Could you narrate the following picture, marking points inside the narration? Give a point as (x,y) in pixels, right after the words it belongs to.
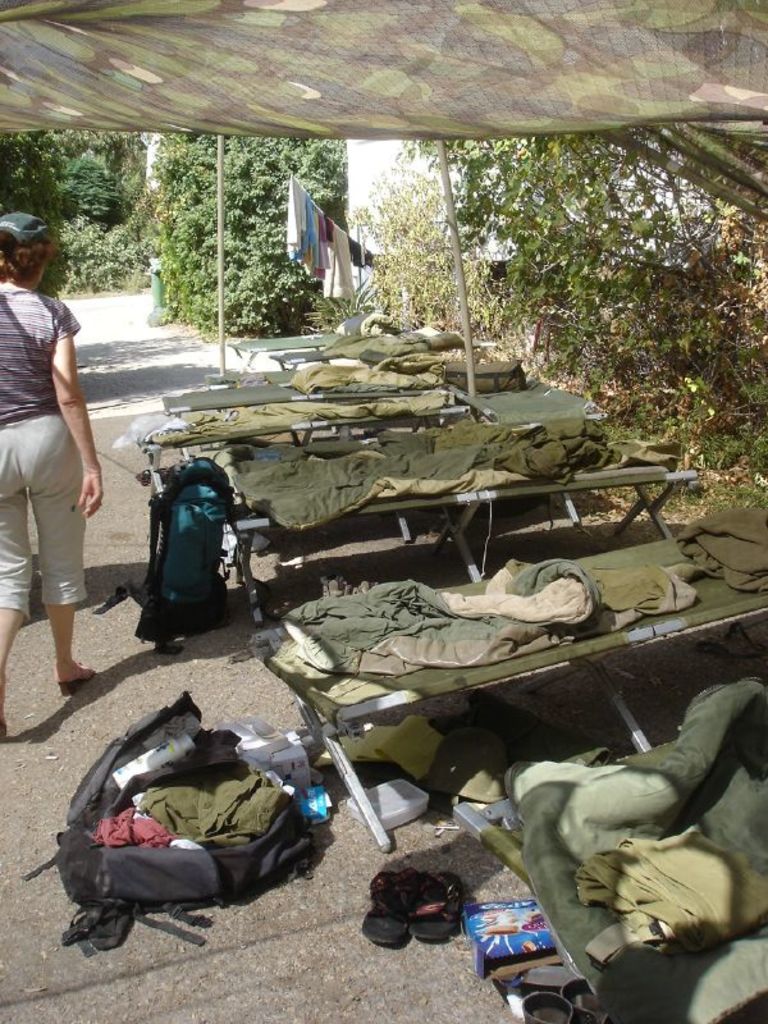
In this picture we can see a person (0,298) on the road (425,976). These are the benches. Here this is the backpack (176,628). On the background (89,223) we can see some trees (55,208).
